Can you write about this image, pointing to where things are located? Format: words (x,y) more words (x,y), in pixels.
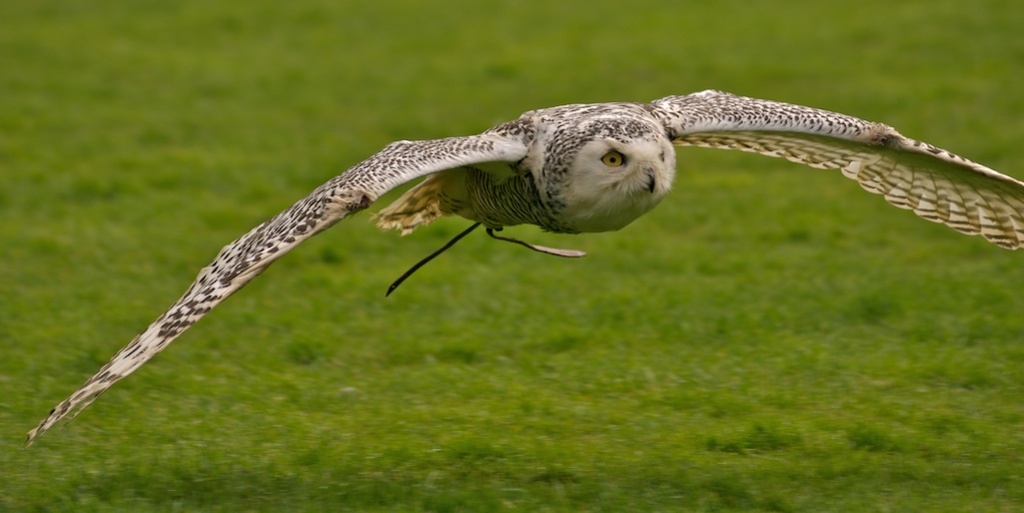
In this image I can see a bird (394,158) flying in the air and I can see a ground (433,318).
